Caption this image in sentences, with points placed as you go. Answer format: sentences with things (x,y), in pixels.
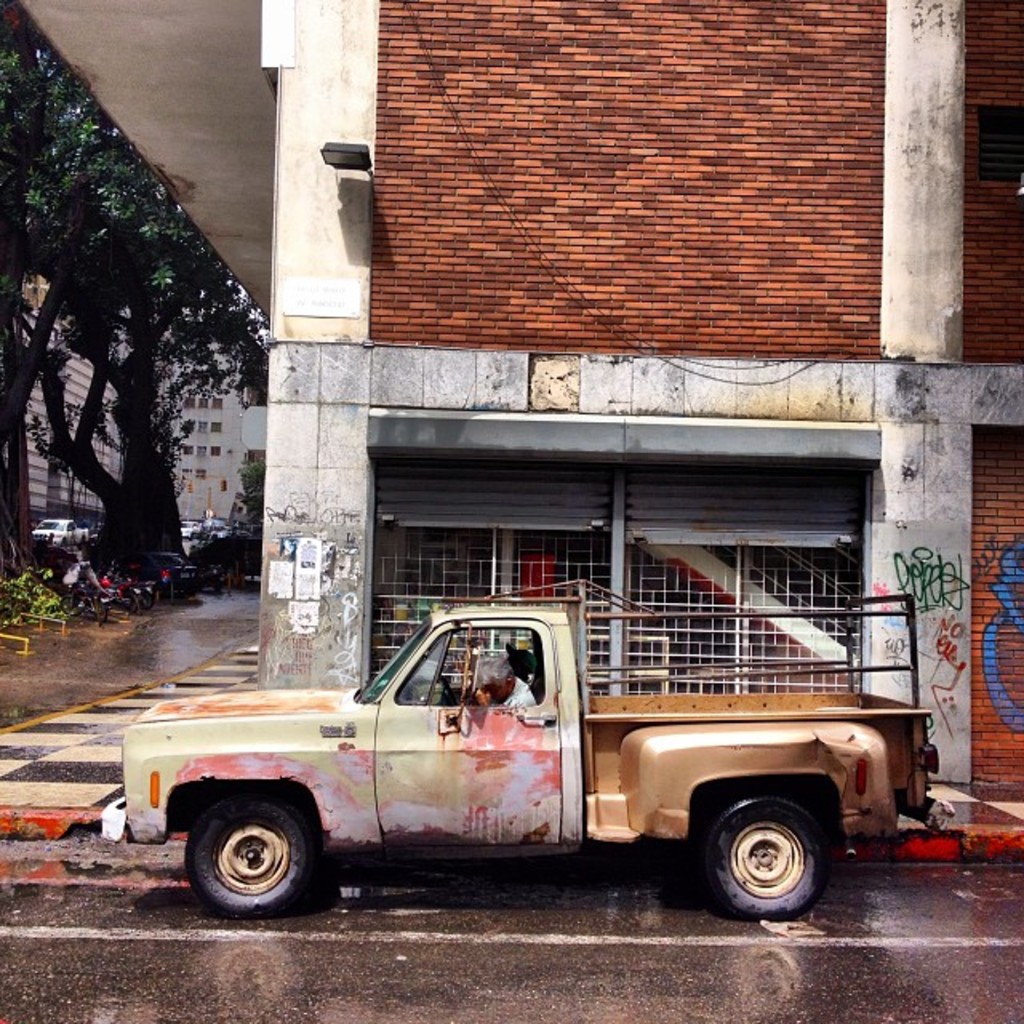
In this picture I can observe a vehicle (456,808) on the road (528,963). There is a person (498,681) sitting in the vehicle (460,773). On the left side (58,222) I can observe some trees (122,368). In the background (239,450) there are buildings (199,428).
